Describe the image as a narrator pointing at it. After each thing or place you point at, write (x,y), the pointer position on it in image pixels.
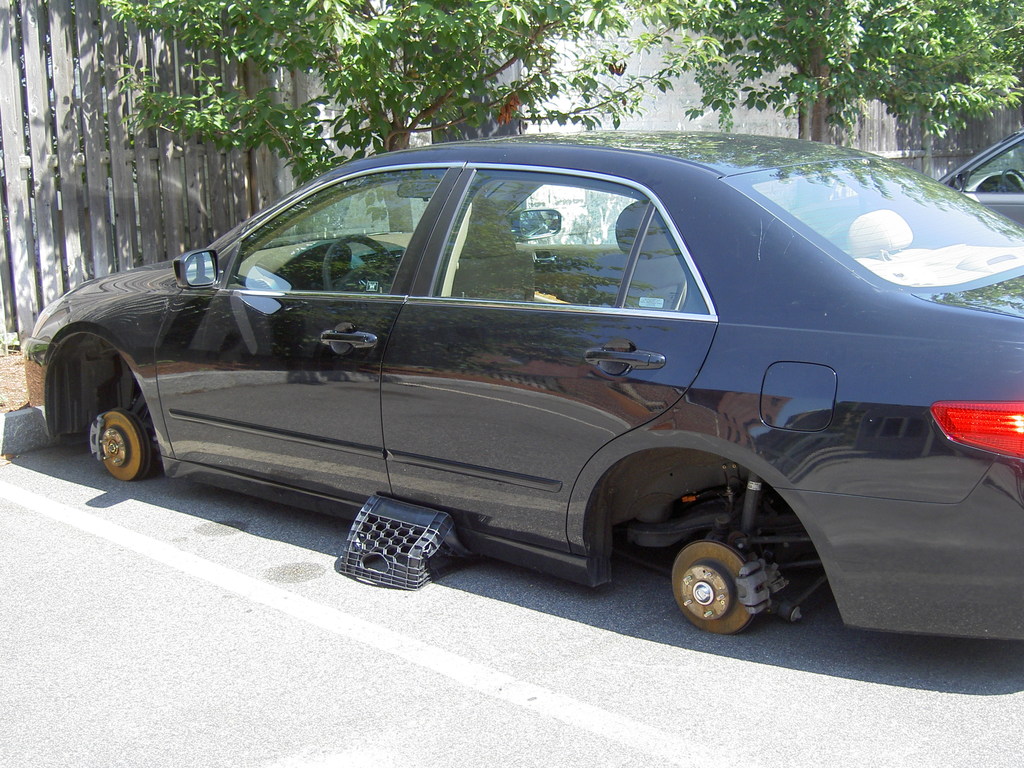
In this picture I can see a car (551,289) without tires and I can see a basket (370,552) and in the back (993,189) I can see another car (990,192) and few trees (695,60) on the left side (263,52) and I can see a wall (616,82).
